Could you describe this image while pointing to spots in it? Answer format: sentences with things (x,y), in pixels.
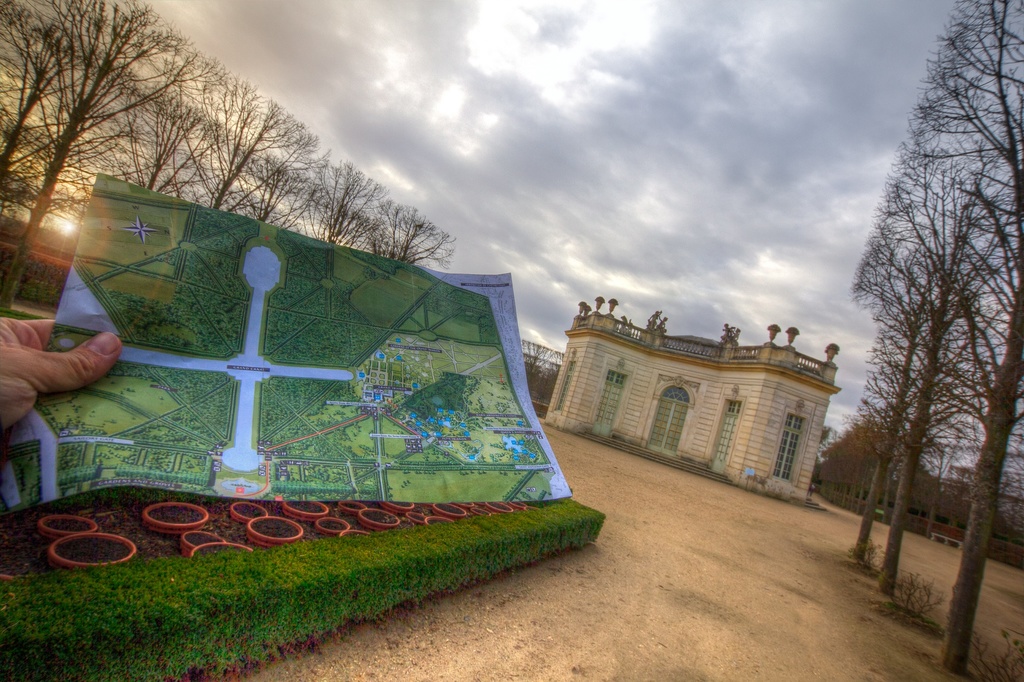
In the picture there is a building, there is a person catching the papers (81,316), there are trees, there are plants (240,639), there is a cloudy sky (828,2).
